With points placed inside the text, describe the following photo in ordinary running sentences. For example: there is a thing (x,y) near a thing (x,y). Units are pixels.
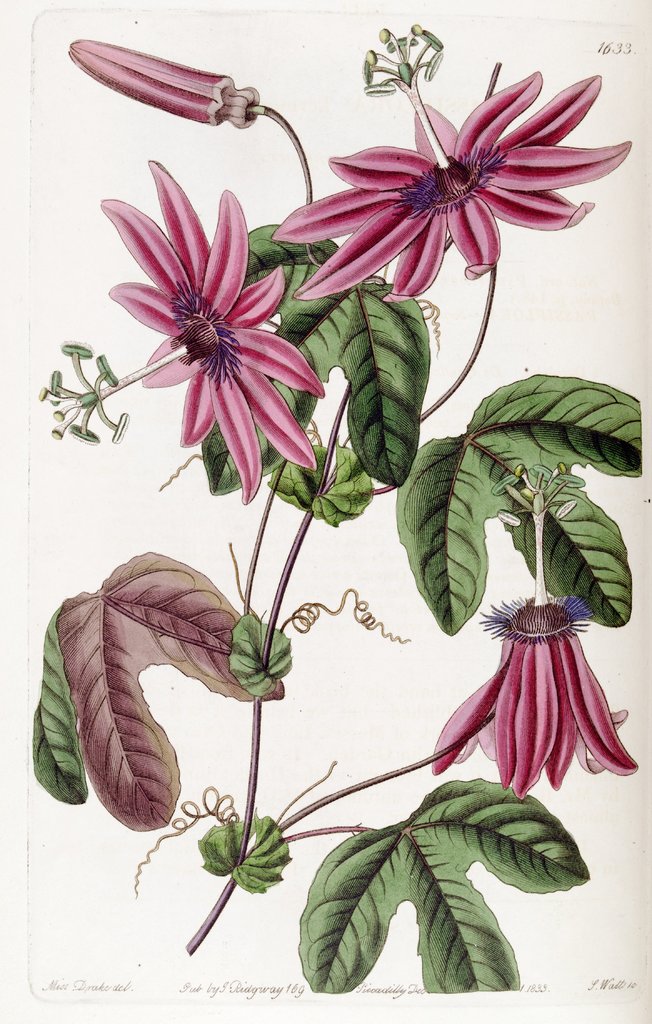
In this picture we can see flowers (410,94), leaves (286,661), branches (336,423) and buds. In the top right side of the image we can see number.
